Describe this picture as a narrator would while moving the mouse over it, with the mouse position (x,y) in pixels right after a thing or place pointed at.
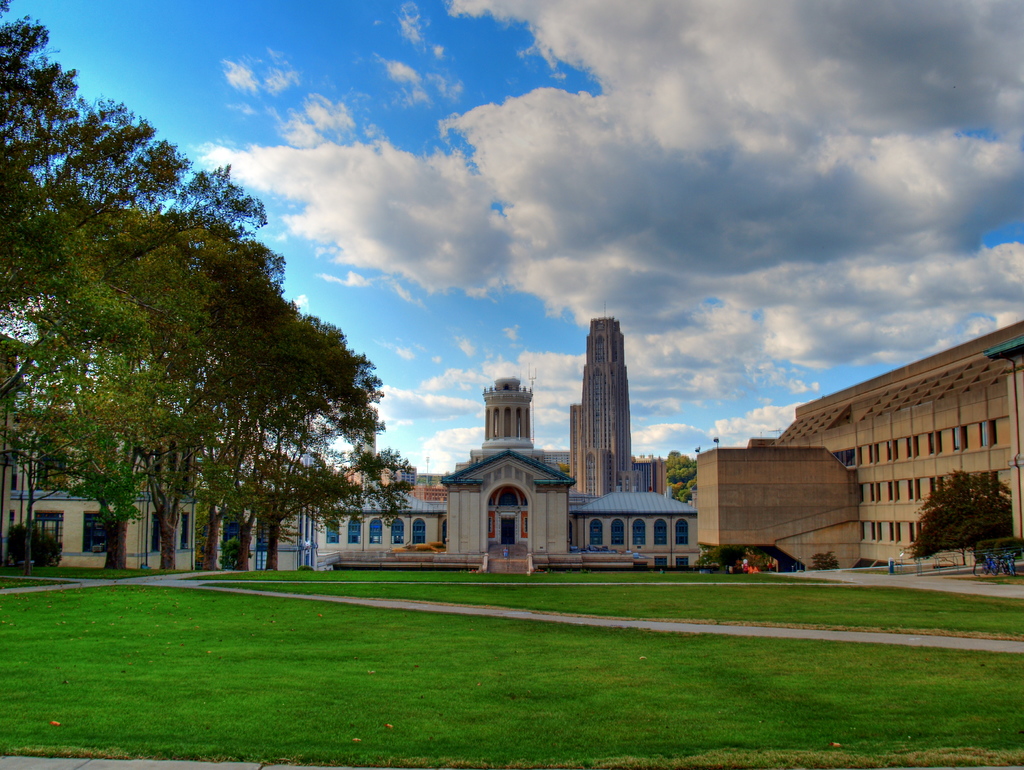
There are buildings (572,475) and trees (195,435), there is grass (528,579) and a sky (589,274).
